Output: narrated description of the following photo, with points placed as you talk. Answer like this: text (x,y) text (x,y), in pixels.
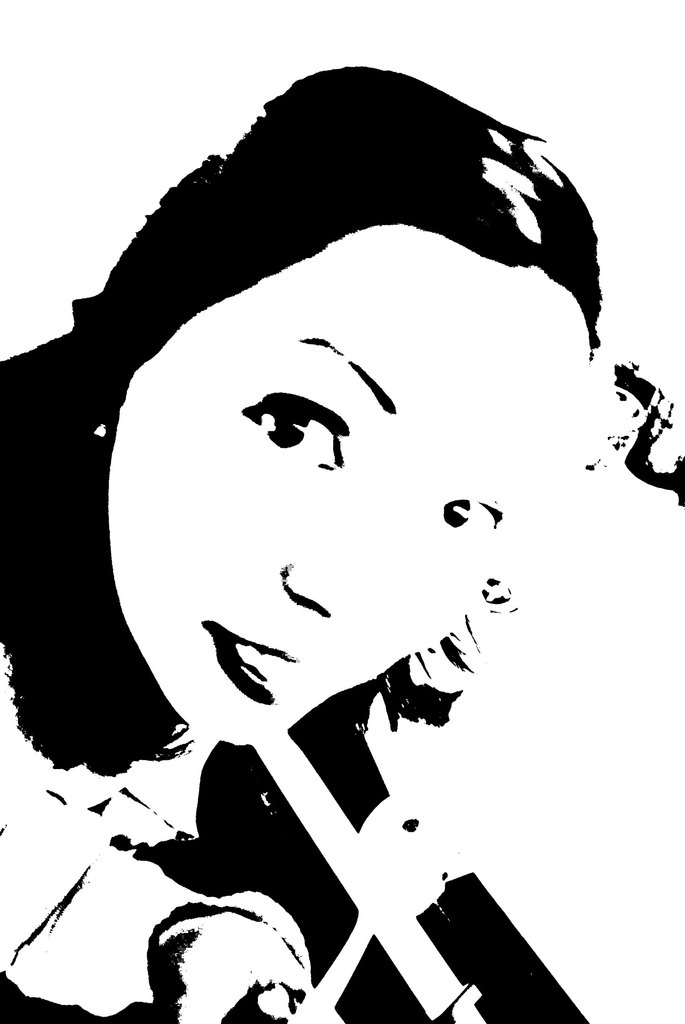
In this picture there is a painting (312,519) of a woman (159,595). At the back (43,146) there is a white background (605,107).
